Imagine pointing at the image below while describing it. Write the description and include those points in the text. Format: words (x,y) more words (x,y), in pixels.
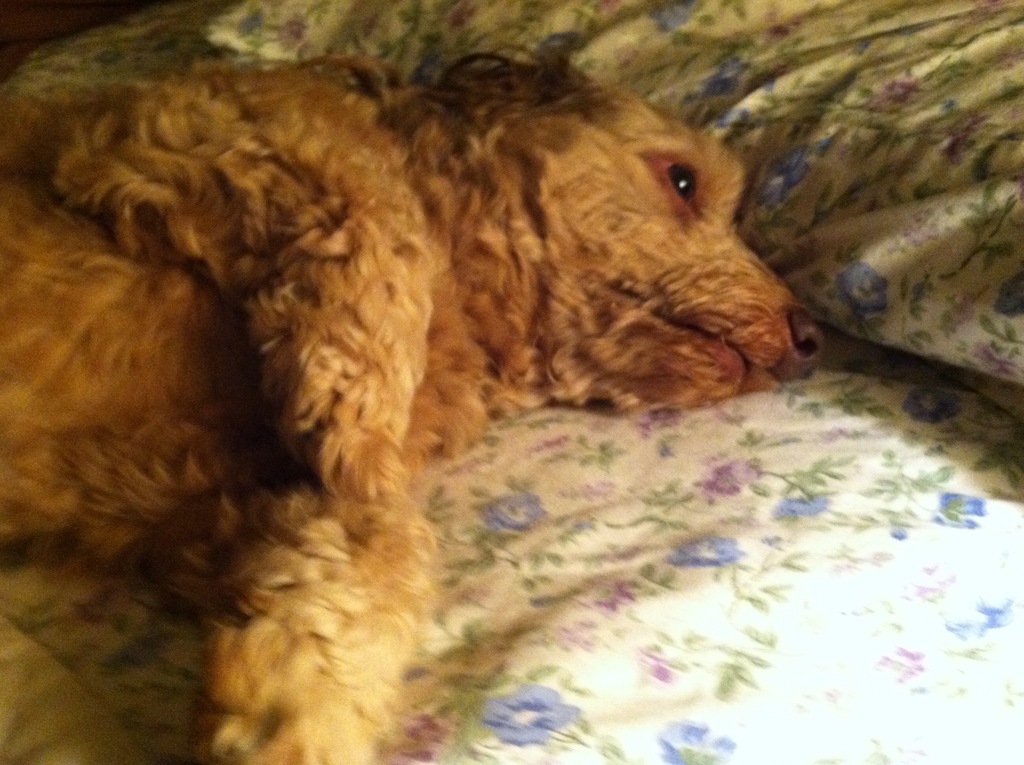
In this image in the center (592,339) there is one animal (528,293) and at the bottom (481,635) there is bed (724,531), on the bed (863,151) there is one blanket (834,472) and pillow (760,197).
